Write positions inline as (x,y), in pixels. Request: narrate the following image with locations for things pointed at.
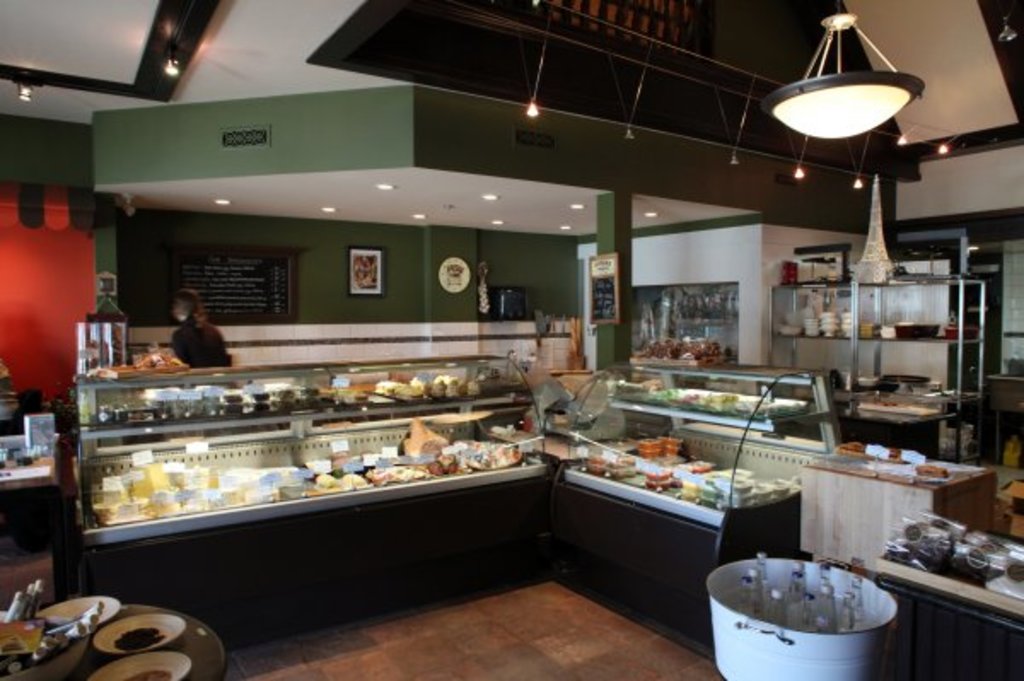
In this image I can see food items (194,475) in a display refrigerator (468,548). There are tables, walls (236,360), bottles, bowls (830,317), plates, boards (277,317) and there are some objects (733,616). There are lights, there is ceiling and there is a person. Also there is a frame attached to the wall (303,302).
